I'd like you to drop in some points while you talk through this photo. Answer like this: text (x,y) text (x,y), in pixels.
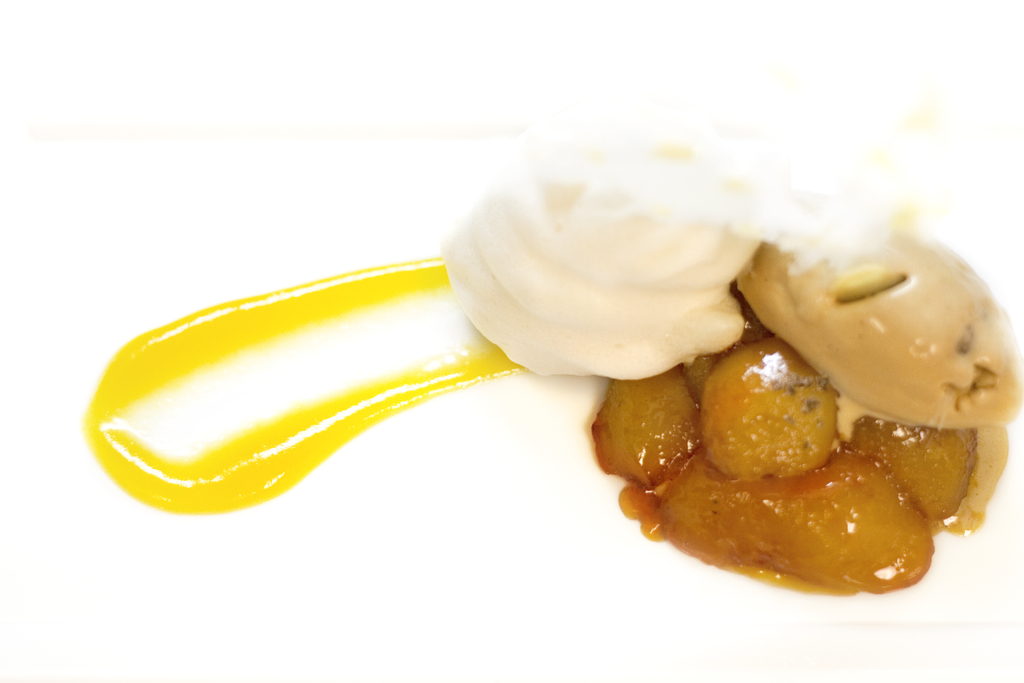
In this image we can see a dessert (704,391).
